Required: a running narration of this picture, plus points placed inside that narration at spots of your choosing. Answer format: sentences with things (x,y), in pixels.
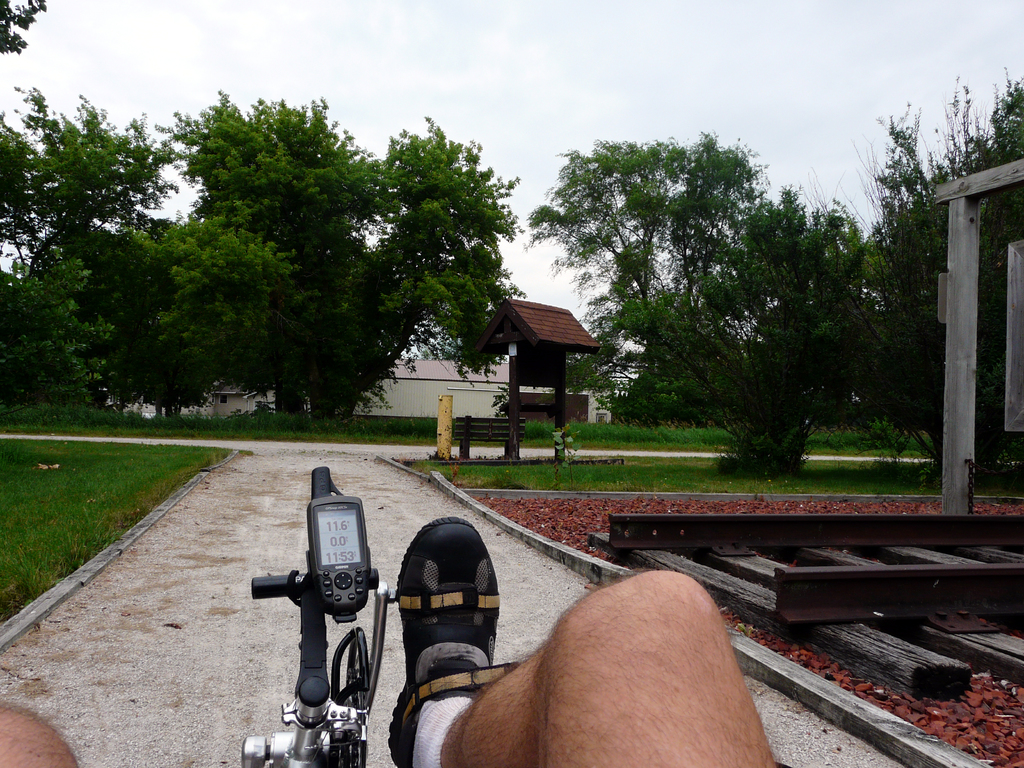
In this picture I can see the legs (659,690) of a person (427,728) in front (452,722) and I see an equipment (334,517) and I see the path (238,591) and I see the grass (45,423) on both the sides and I see the brown color things (857,589) on the right side of this image (867,510) and in the middle of this picture (575,271) I see the trees (829,245), a shed (538,351) and a bench (477,418) and in the background (540,171) I see the sky (373,129).
